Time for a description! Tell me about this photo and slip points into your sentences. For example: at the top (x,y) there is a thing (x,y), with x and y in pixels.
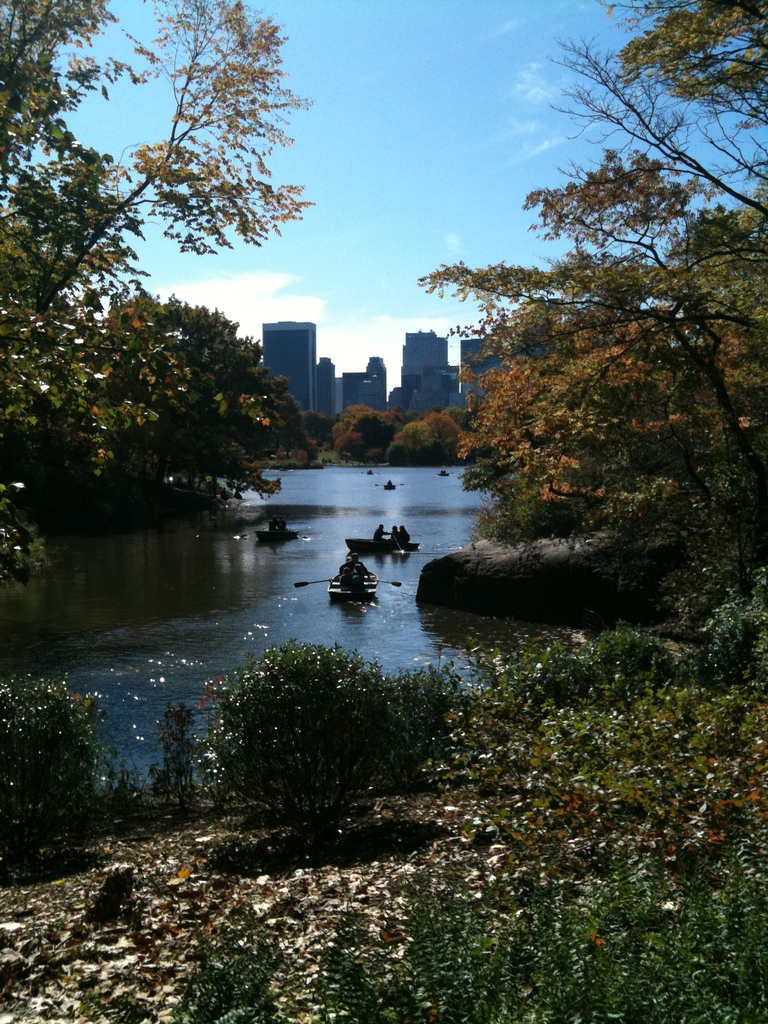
In this image there are people (396,529) on several boats (408,544) rafting on the water (410,527), around the water (281,561) there are trees (217,463), in the background of the image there are buildings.
